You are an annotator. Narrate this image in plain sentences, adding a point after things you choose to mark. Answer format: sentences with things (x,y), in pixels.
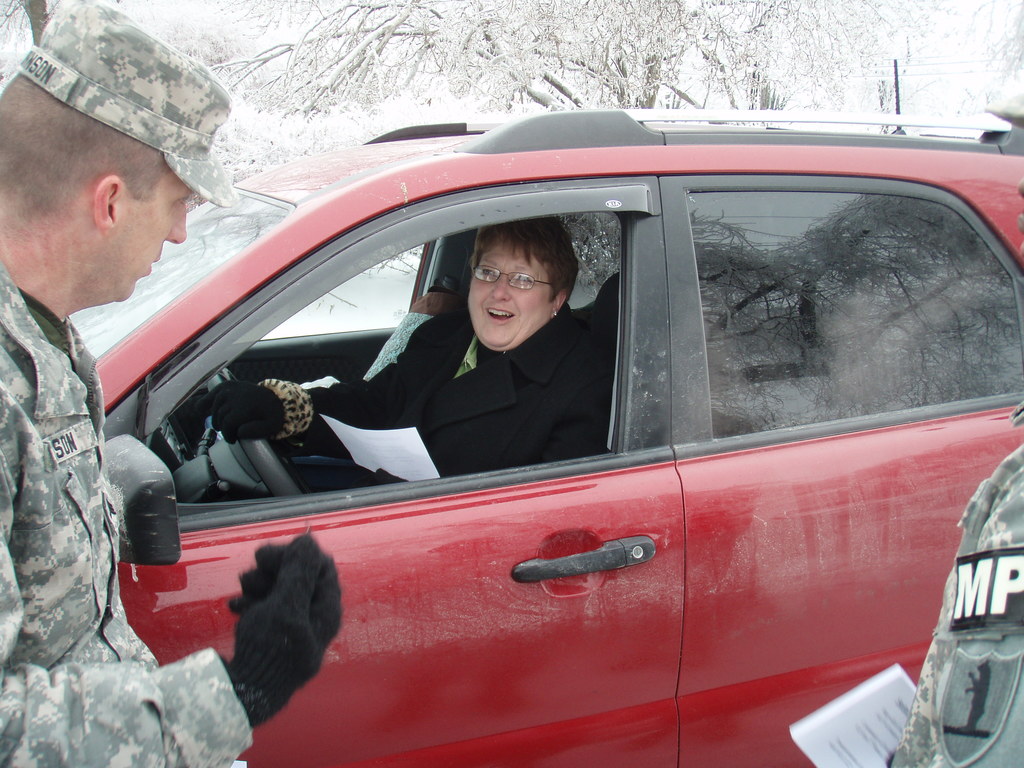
In this picture there are two people (37,594) standing and there is a person (482,432) sitting inside a car (362,343) and holding a paper (401,450). In the background of the image (868,57) we can see trees (473,77) covered with snow (10,41).
